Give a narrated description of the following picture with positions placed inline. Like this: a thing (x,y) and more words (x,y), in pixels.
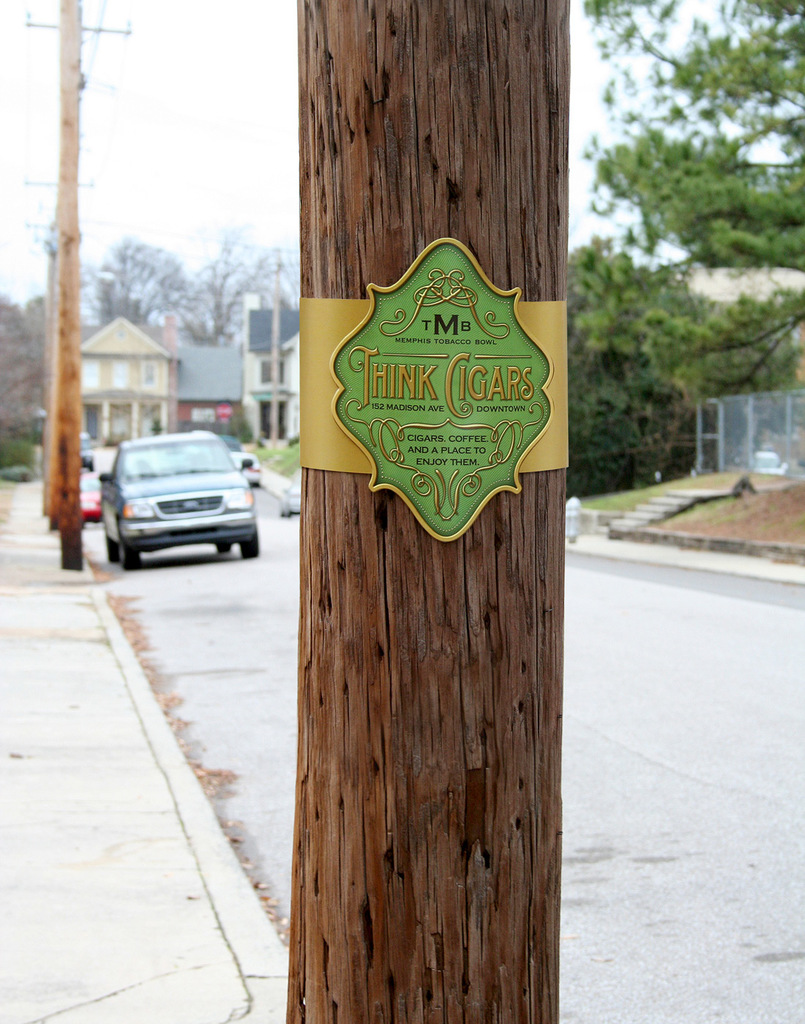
In the center of the image (431,426), we can see a pole (424,549) and a board (446,400) to it. In the background (119,341), there are trees (158,301), buildings (137,339) and poles (61,242) along with wires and we can see vehicles (180,524) on the road (206,670).
